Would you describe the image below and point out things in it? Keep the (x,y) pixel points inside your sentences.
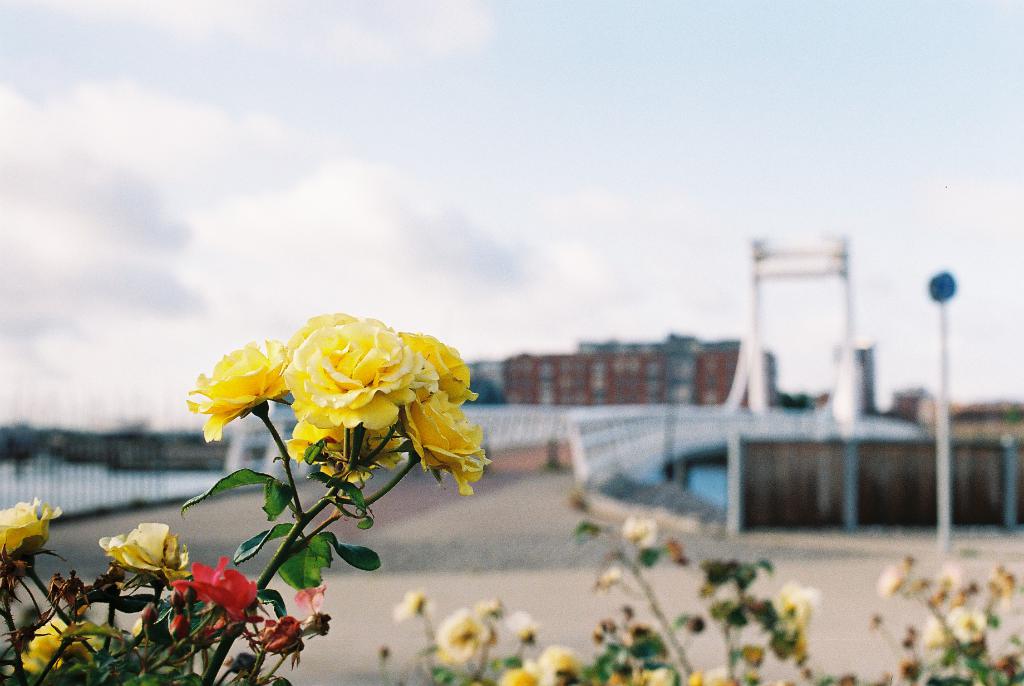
At the bottom of the picture (971,658), we see plants (486,684) which have rose flowers (346,383). These flowers (278,627) are in yellow and red color. In the background (624,439), we see a railing (661,447), a pole (947,495) and buildings (552,401). At the top of the picture (351,95), we see the sky (519,184) and the clouds (557,236). It is blurred in the background (623,455).
